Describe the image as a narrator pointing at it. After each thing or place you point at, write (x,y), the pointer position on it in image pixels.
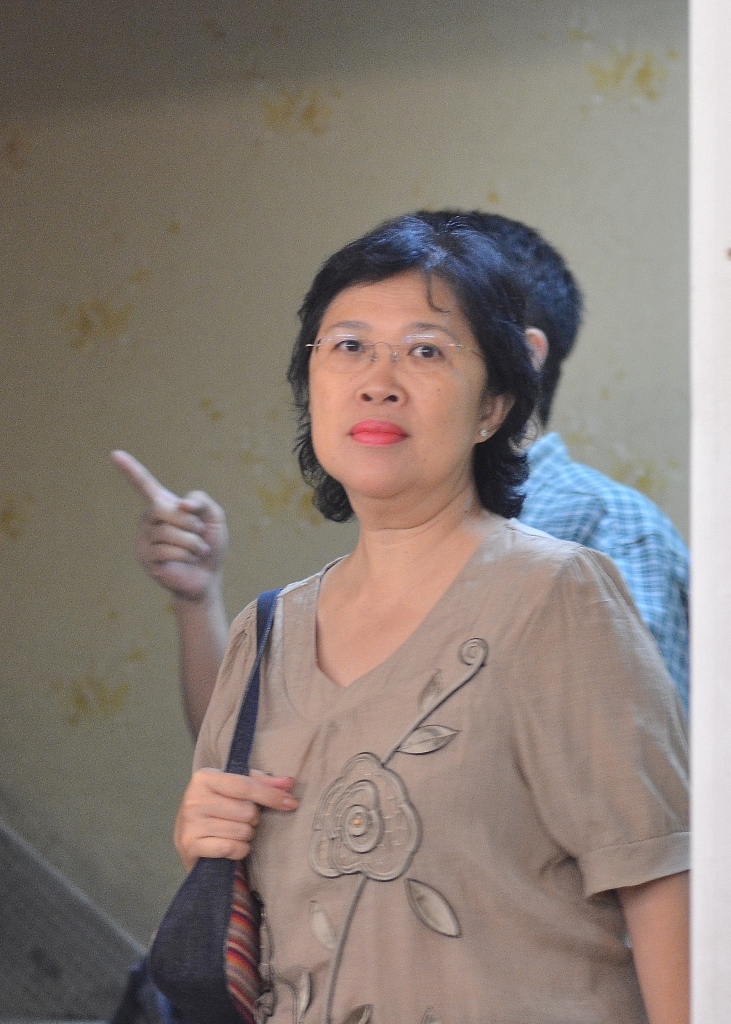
In this image we can see a lady (371,612) wearing specs (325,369) and holding a bag (235,766). In the back (608,492) there is another person (608,492) and also there is a wall (120,563).
